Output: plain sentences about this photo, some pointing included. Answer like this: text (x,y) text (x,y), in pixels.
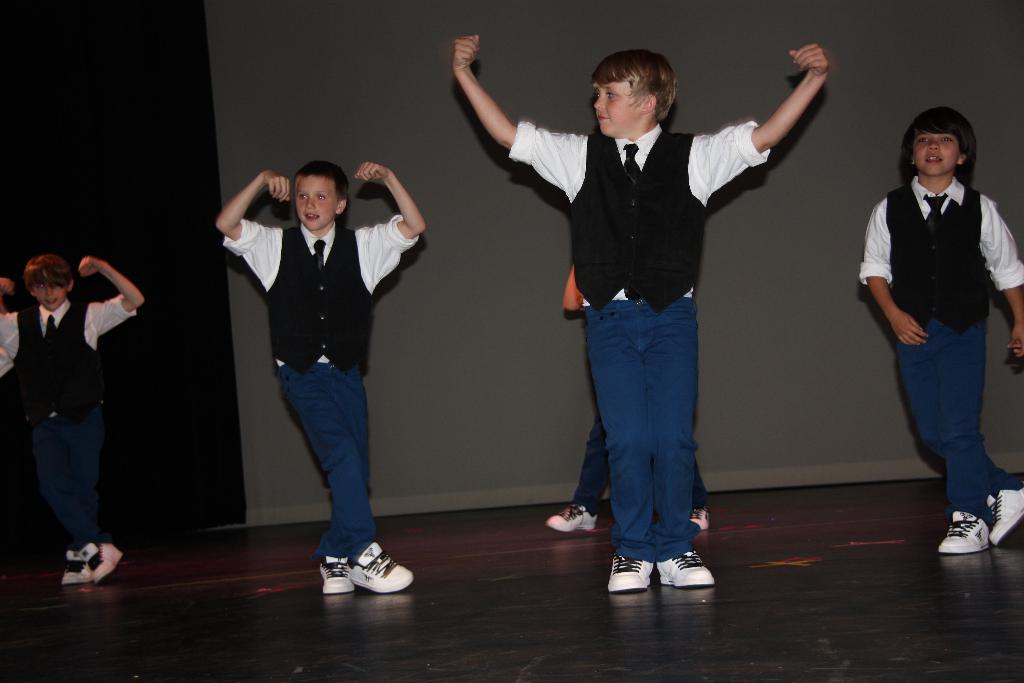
In this picture we can see five kids (956,295) dancing on the stage (20,575), they wore white color shirts (719,163), black color vests (601,240), blue jeans (963,413) and white color shoes (967,516).
